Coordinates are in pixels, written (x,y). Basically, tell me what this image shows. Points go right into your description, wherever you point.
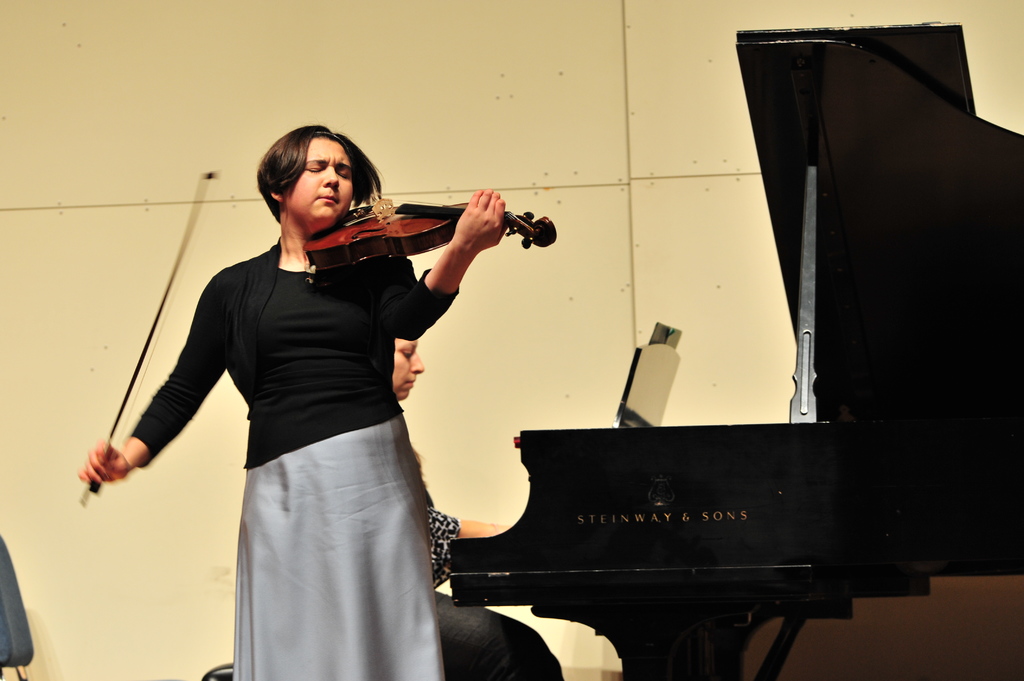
In this image i can see a woman (391,329) playing musical instrument (406,245) at the background (405,50) i can see a wall (401,30) and the other person (401,391) playing piano (568,526).
